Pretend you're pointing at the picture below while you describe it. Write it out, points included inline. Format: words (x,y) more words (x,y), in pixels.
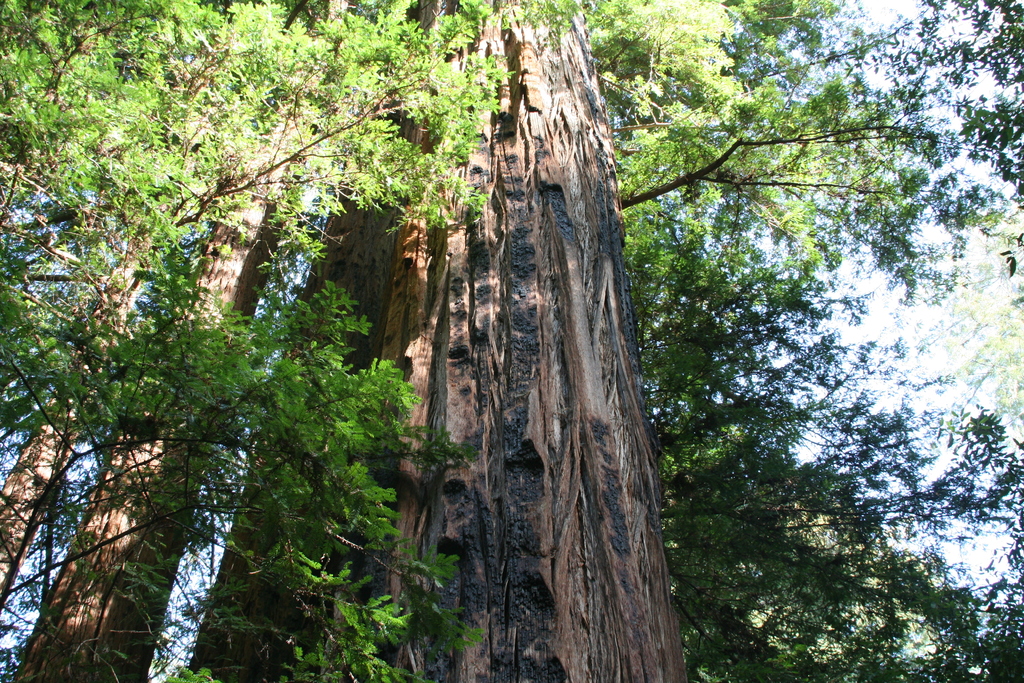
In this image we can see many trees (491,429). We can see the sky (200,566) in the image.
